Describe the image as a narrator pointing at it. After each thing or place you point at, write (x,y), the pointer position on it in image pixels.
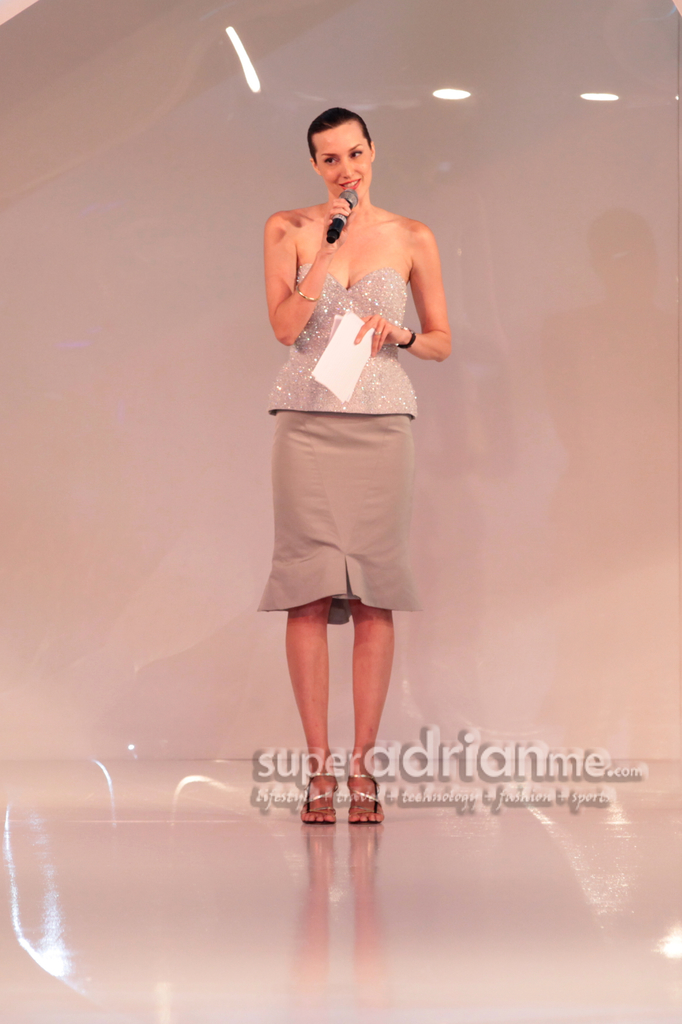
In the center of the image (373,534) there is a person (345,586) standing on the floor (367,864) and she is holding the mike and a paper (349,362). On top of the image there are lights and there is some text (544,772) written at the bottom of the image (416,783).
